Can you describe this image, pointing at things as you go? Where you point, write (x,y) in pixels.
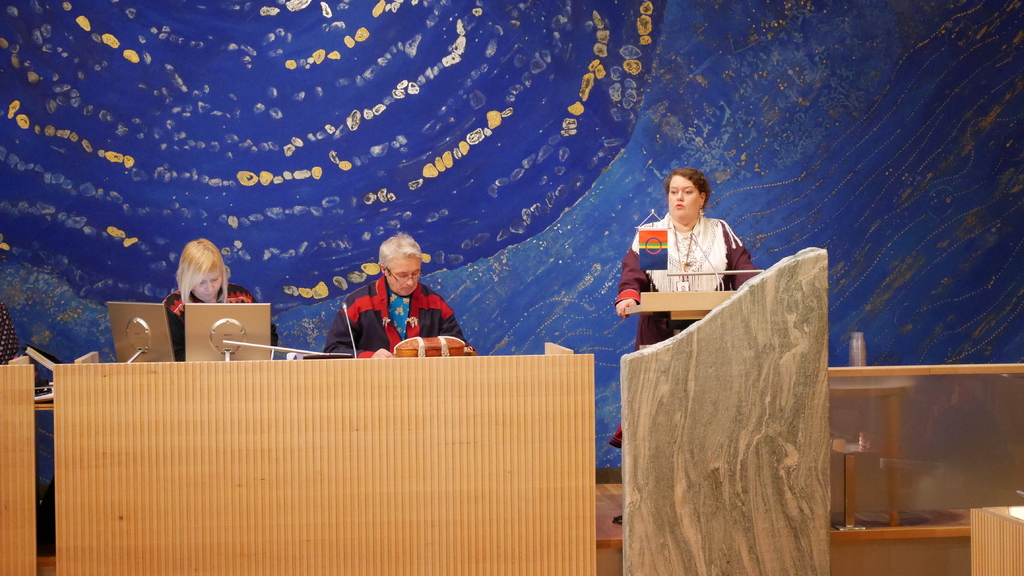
In this image we can see three persons (633,252). Two persons (366,331) are sitting in front of a table (361,405). On the table (391,385) we can see two screens (230,327), microphone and a box (456,357). To the right side (702,240) we can see a woman (685,234) standing in front of podium (670,396). In the background (902,381) we can see table (864,369) and chair (877,460), a fence (933,408) and the wall (626,105) with some painting (437,134).
